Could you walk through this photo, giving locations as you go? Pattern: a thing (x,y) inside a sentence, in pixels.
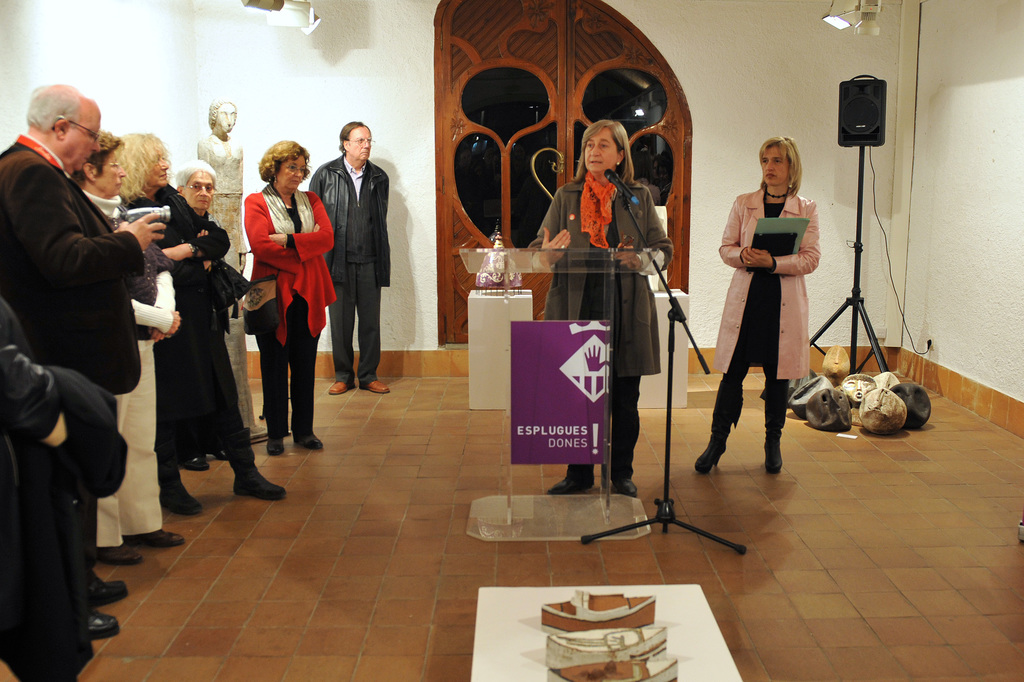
This picture is inside view of a room (454,352). In the center of the image (554,311) we can see a podium (549,257), a lady (613,139) is standing, a mic stand (675,304) are there. On the right side of the image (785,258) a lady (769,265) is standing and holding an object (773,233), speaker (863,136), light (841,15), wall (903,36) are present. On the left side of the image (207,234) some persons (160,341), statue (223,163) are there. At the bottom of the image (419,629) floor (435,581) is there. At the top of the image (541,52) door (552,38) is present.
